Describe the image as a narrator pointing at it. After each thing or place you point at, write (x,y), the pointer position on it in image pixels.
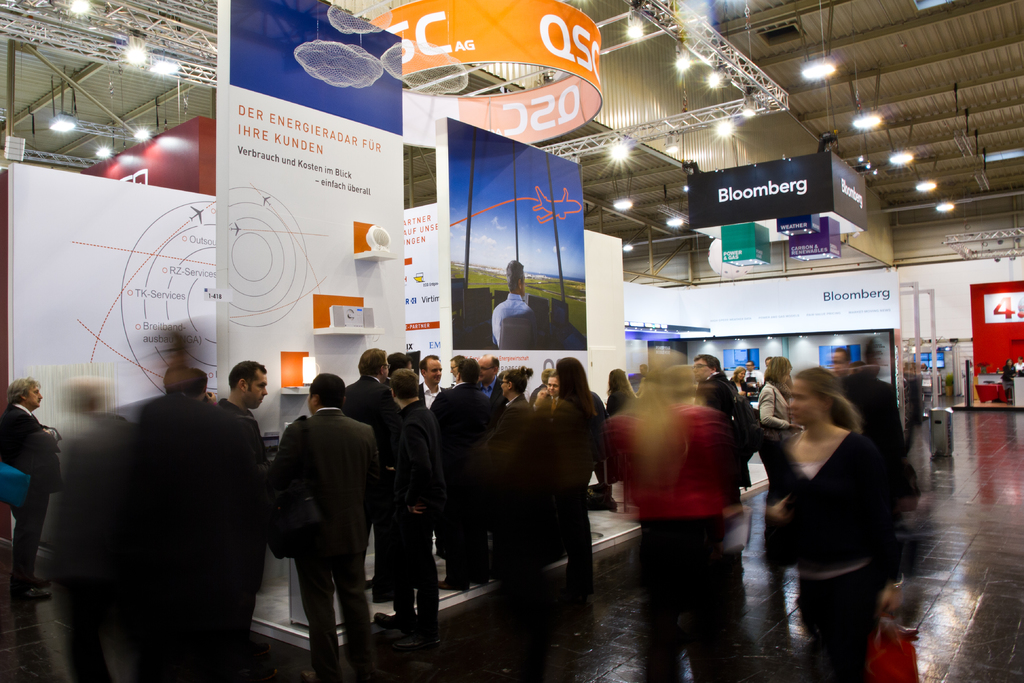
This picture shows few people (634,467) standing and we see a woman (834,643) walking and holding a bag (902,645) in her hand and we see advertisement hoardings (554,166) and few lights (821,75) hanging.
